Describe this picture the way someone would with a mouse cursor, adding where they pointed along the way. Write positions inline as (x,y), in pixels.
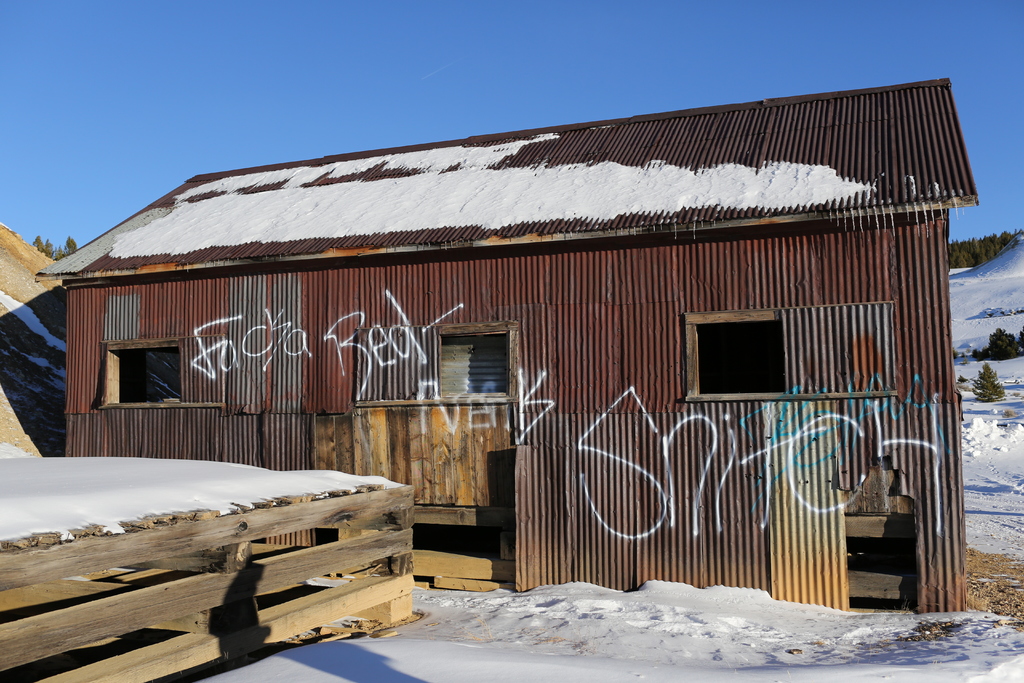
In this image we can see a shed (322,302) with windows (477,356). On the shed (410,319) there are words (639,407). On the ground (7,458) there is snow (624,612). Also there is a wooden fencing (224,601). In the back (482,77) we can see trees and sky (589,56).
